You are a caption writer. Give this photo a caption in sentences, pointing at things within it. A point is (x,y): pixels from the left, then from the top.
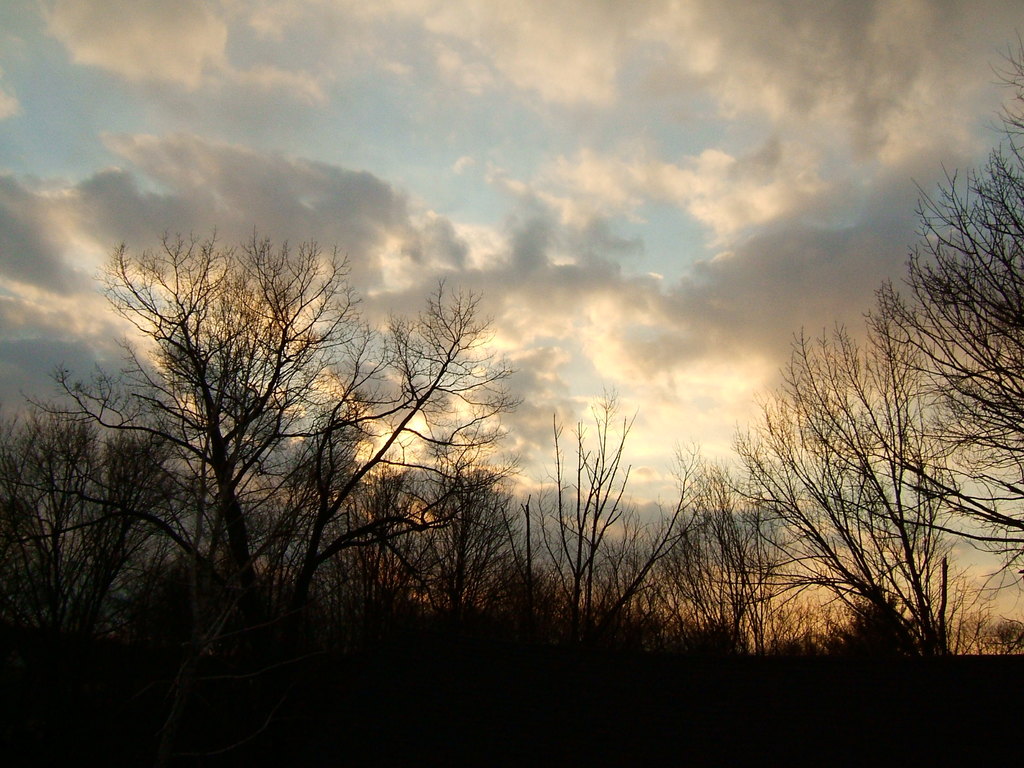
This is an outside view. At the bottom of the image (335,590) I can see many trees (319,532). At the top (435,128) I can see the sky (303,134) and clouds (203,197).
